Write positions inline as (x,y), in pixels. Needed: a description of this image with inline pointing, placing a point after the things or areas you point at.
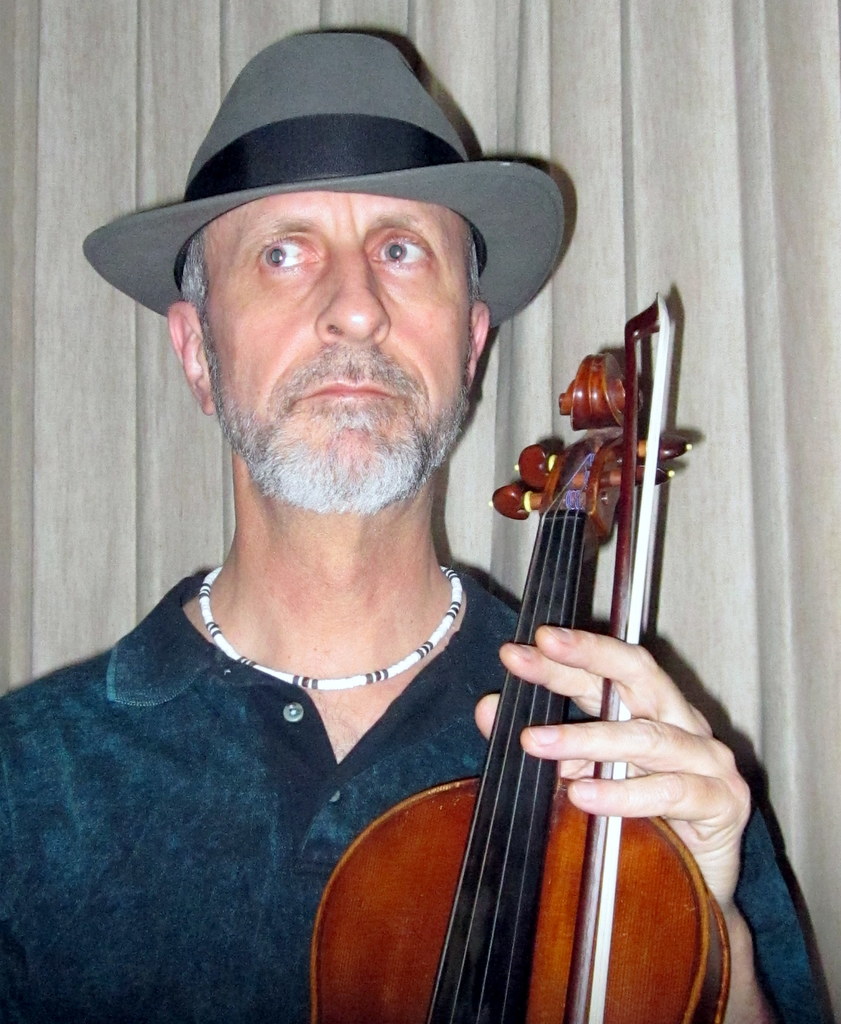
In this image I can see a man (175,794) wearing blue color t-shirt (195,818), holding a violin (499,955) in hand (541,749) and looking at the left side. I can see a cap (328,157) on his head (347,192). In the background (717,225), I can see a white color curtain (727,193).
